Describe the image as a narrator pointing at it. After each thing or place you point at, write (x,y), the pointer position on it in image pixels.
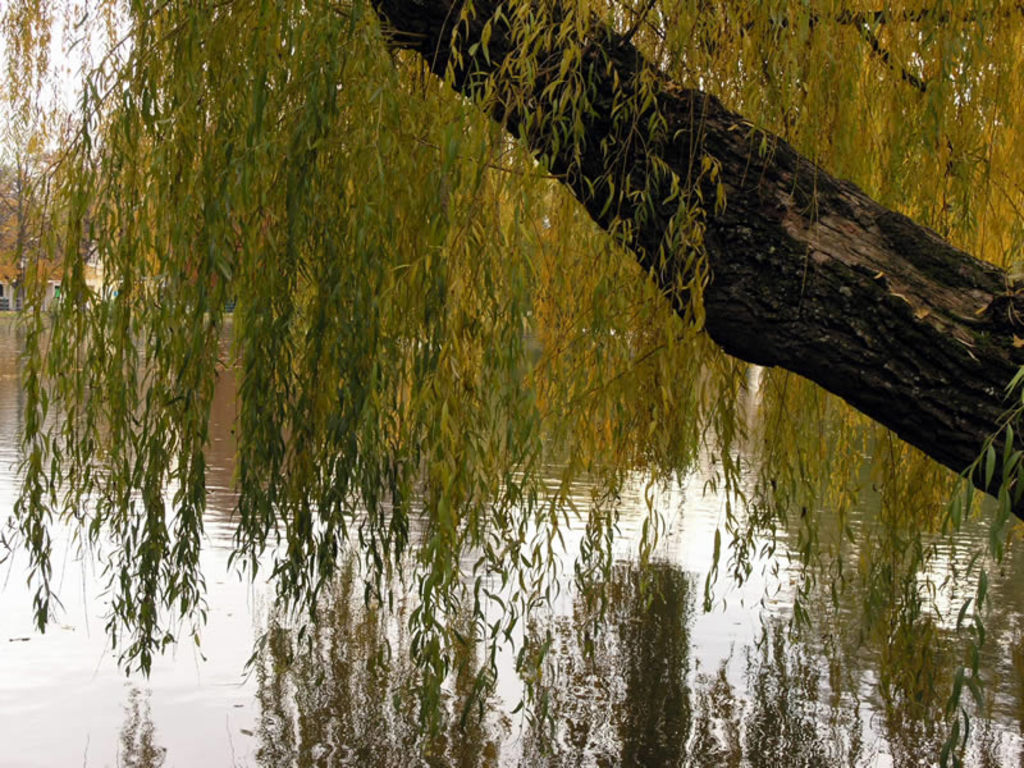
In this image there is water (450,755) at the bottom (476,726). On the right side (861,368) there is a trunk (875,369) of the tree (584,128) to which there are leaves (537,114) which are hanged to the tree (464,182). In the background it looks like a house (9,297). At the top (65,91) there is the sky (64,78).
